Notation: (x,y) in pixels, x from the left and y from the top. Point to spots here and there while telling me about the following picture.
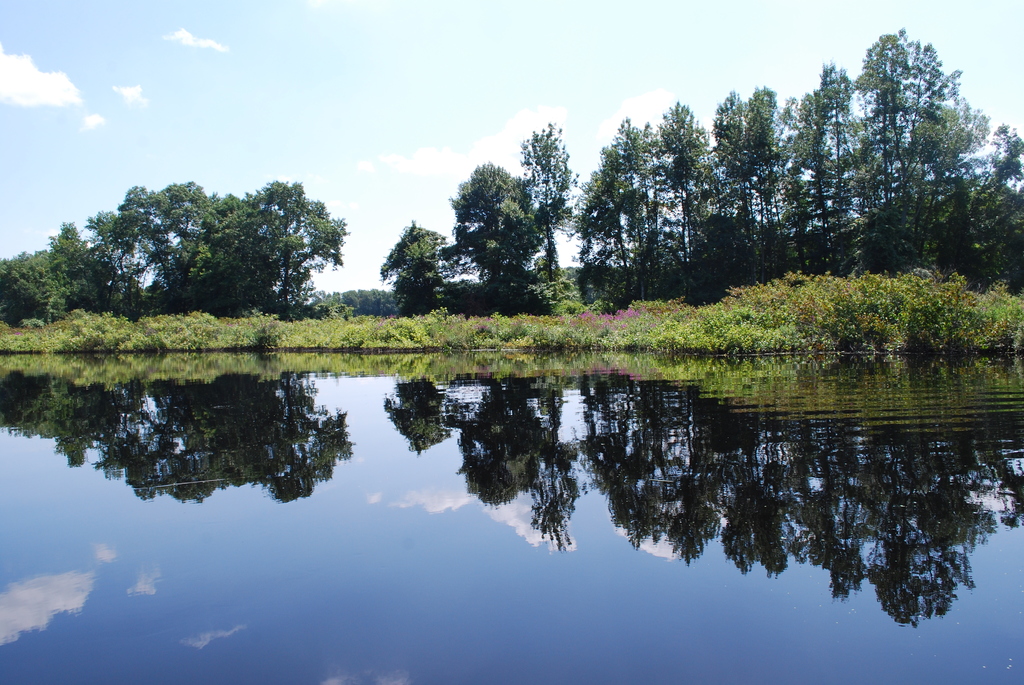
In this picture I can see water (634,452), there are plants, trees (76,259), and in the background (492,98) there is sky (489,44).
